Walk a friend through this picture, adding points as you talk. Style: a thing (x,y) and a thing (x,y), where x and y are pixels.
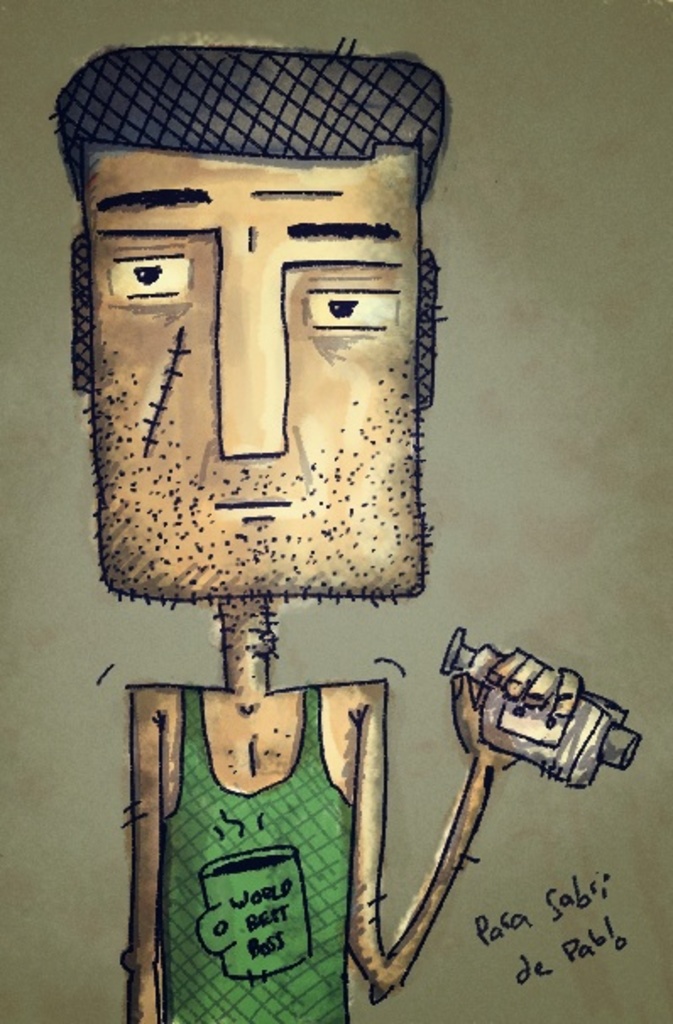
In the image there is an animated picture of the man (123,426) with green dress (223,862). He is holding a camera (535,730) in his hand (557,696). Behind him there is a brown background (56,253).
